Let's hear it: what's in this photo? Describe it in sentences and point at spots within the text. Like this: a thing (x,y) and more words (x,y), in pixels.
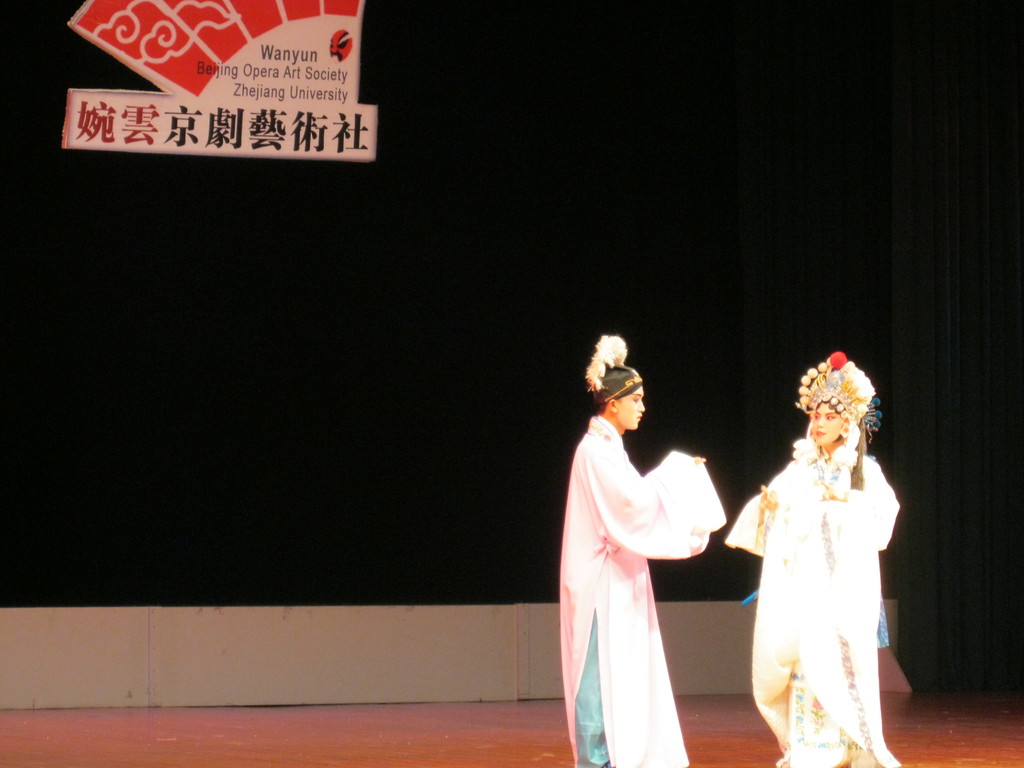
In this image there are two persons (700,456) in fancy dresses (863,598) are standing, and in the background (309,6) there is a board (185,136).
